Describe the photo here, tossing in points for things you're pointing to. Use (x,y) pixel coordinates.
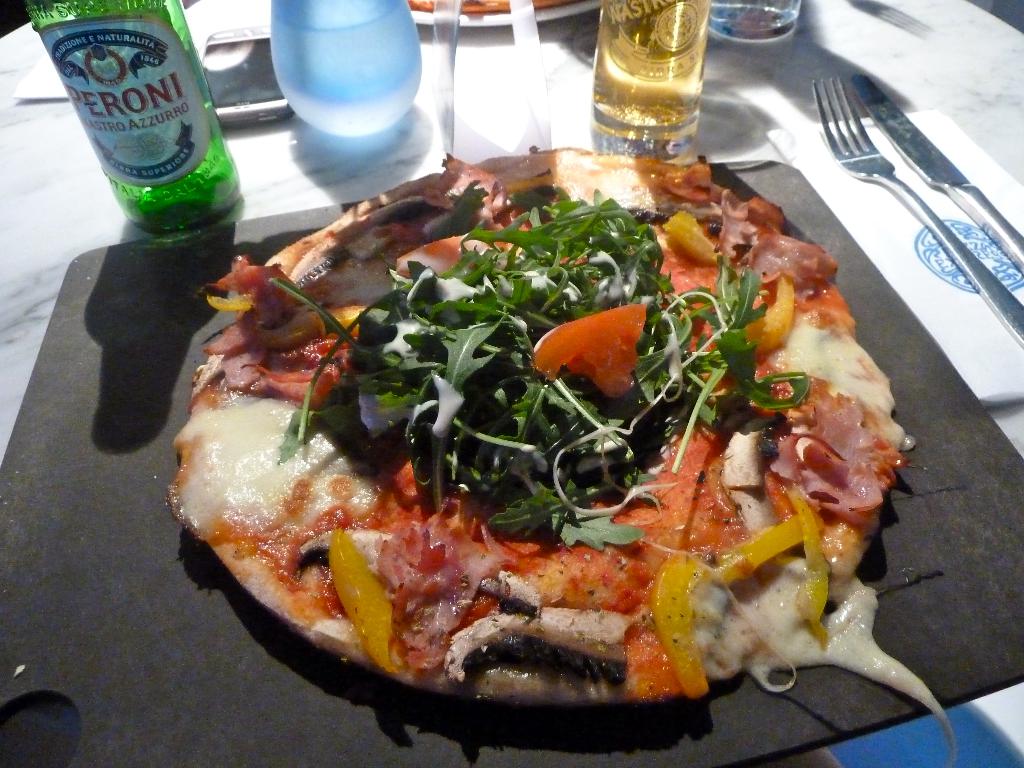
In the center of the image (429,447) we can see a pizza (562,378) place on the surface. To the right side of the image (986,216) we can see a knife (972,195) and fork (927,223) placed on tissue paper (945,266). At the top of the image (244,86) we can see some bottles (113,121), mobile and a plate (474,3) containing food (474,3) placed on the table (36,207).
